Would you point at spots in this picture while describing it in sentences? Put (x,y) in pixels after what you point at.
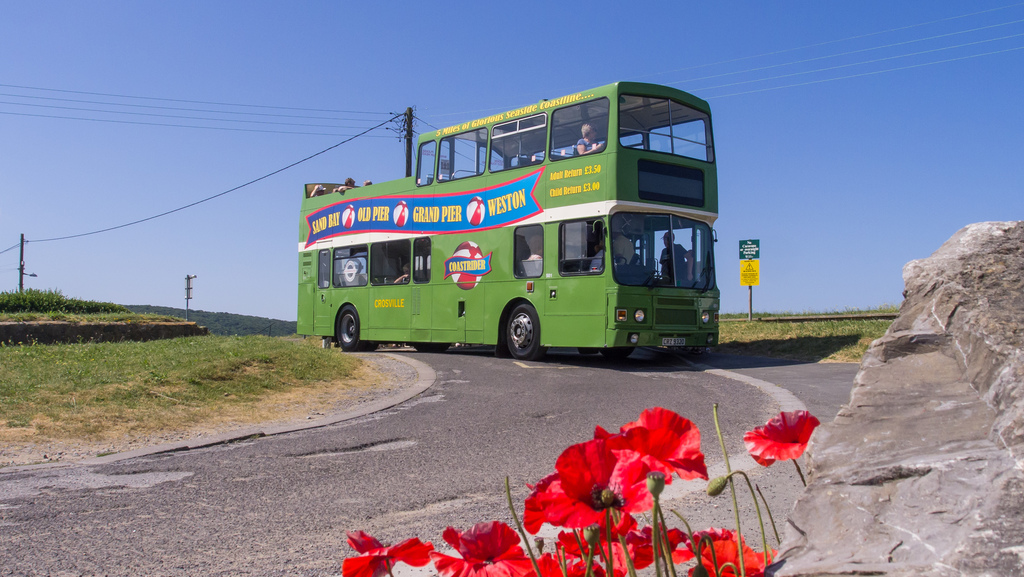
In this picture there is a double-decker bus (322,255) in the center of the image (640,213) and there are flowers (677,448) at the bottom side of the image (665,443) and there is a rock (932,372) on the right side of the image (969,314), there are poles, wires (126,225), and greenery (7,361) in the background area of the image (112,363).
